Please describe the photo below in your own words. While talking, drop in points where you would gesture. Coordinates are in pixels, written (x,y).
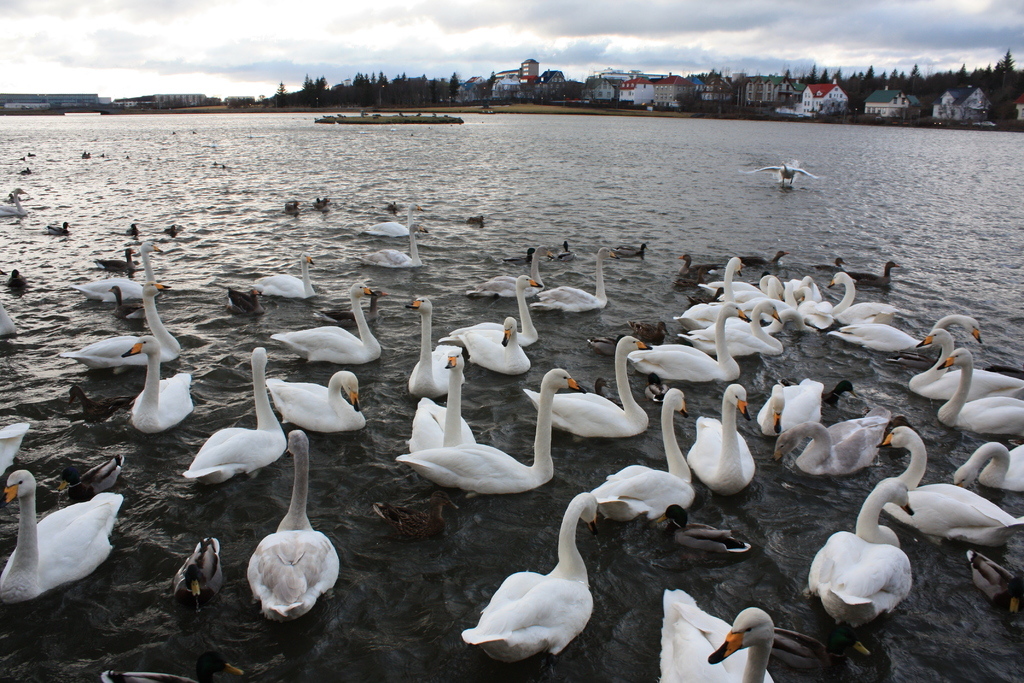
In this image there are swans (569,530) in a river (493,526), in the background (860,45) there are houses (959,91), trees (956,74) and the sky (288,62).
